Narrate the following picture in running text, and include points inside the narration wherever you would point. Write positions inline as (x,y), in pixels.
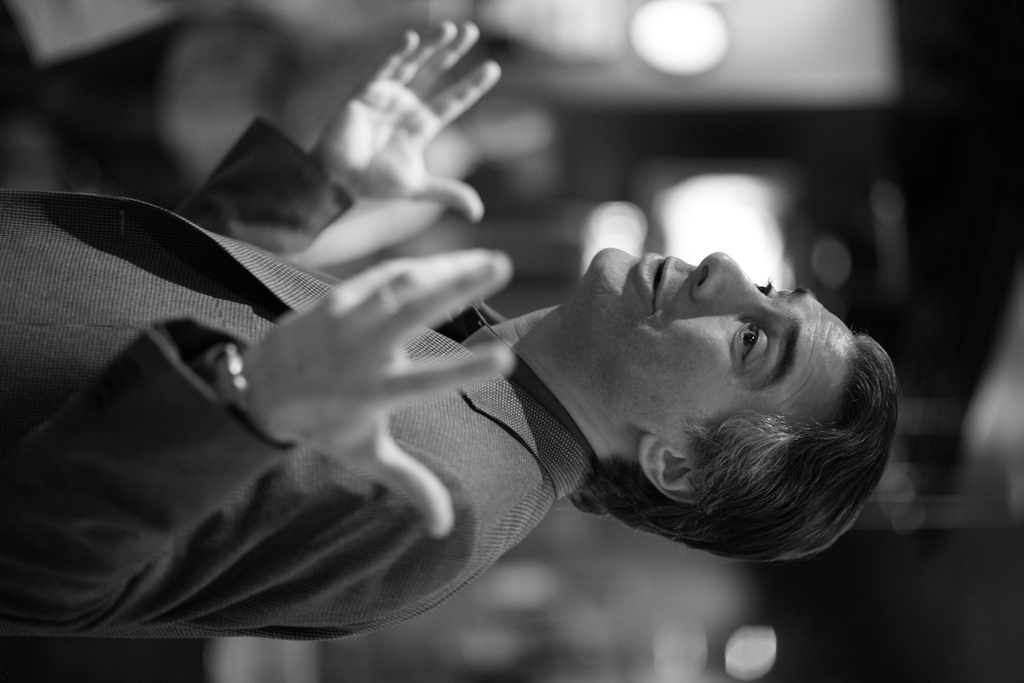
In the middle of the image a person (90,267) is standing. Background of the image (923,262) is blur.
